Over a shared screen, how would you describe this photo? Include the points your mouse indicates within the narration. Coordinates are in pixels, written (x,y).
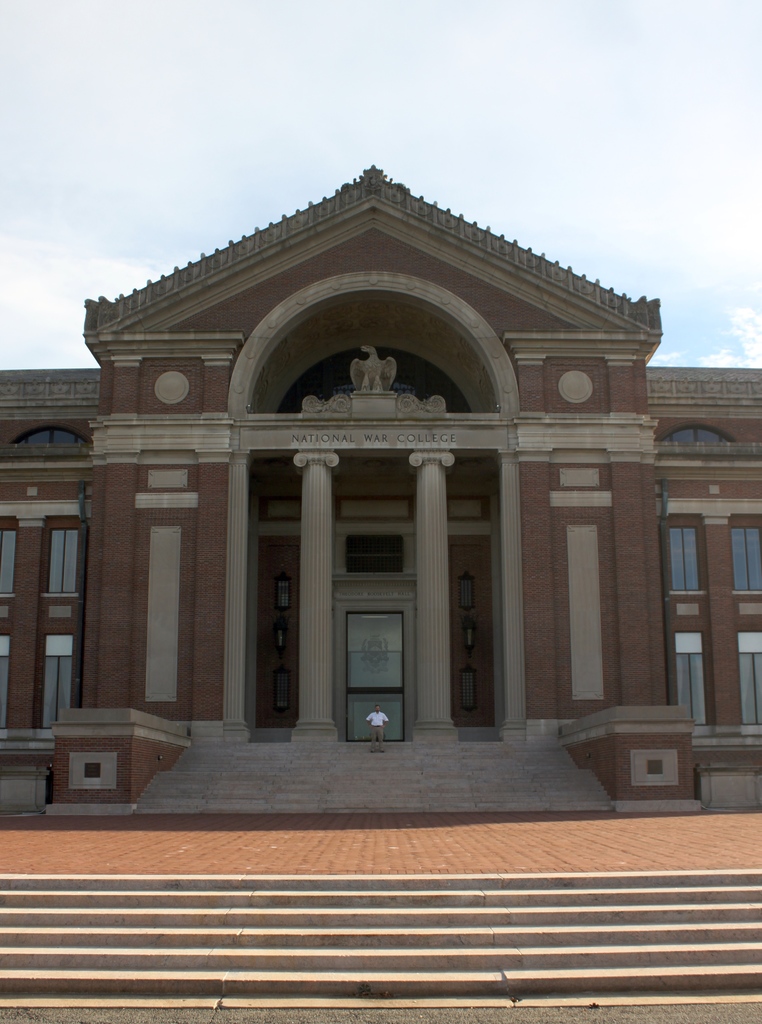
In this picture there is a national war college (408,430) in the center of the image (405,666) and there is a man (373,726) who is standing on the stairs (384,766) in the center of the image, there are stairs (50,950) at the bottom side of the image (426,896) and there is an eagle statue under the roof (90,309).
